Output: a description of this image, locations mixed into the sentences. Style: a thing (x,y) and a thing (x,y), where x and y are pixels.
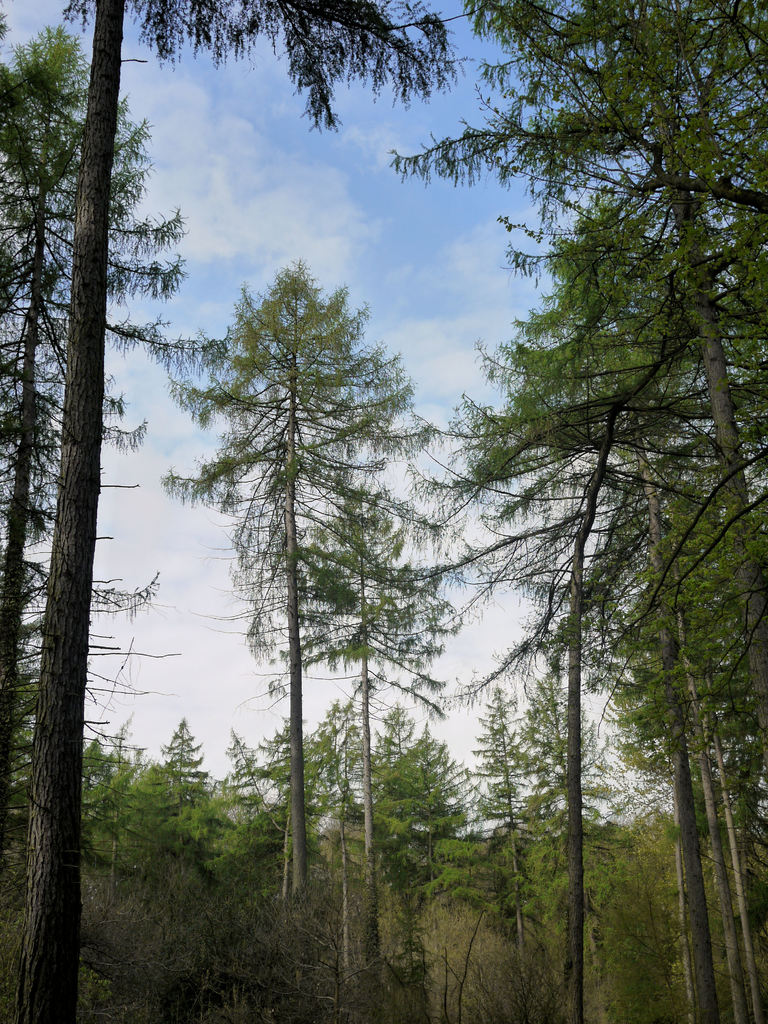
In this image I can see few trees (397,864) which are green, black and ash in color. In the background (446,365) I can see the sky (447,261).
